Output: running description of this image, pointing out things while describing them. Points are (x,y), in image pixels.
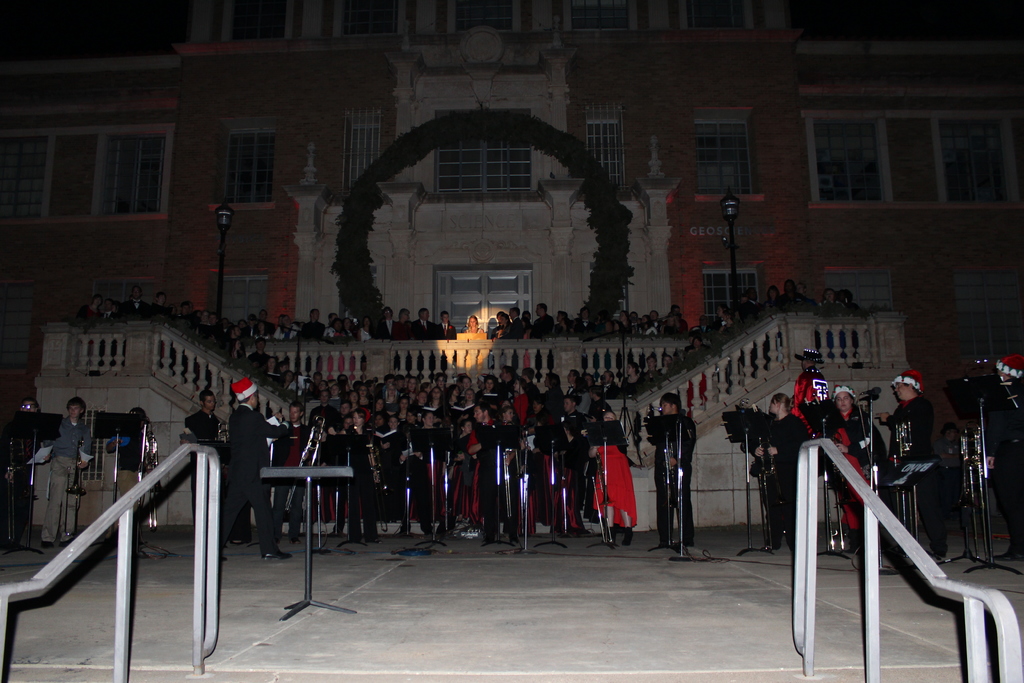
In this image we can see a building (300,238). There are a group of people (432,382) standing on the building (251,240) and stairs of the building (743,491). In the foreground (308,475) we can see the barrier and mics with stands (326,473).
